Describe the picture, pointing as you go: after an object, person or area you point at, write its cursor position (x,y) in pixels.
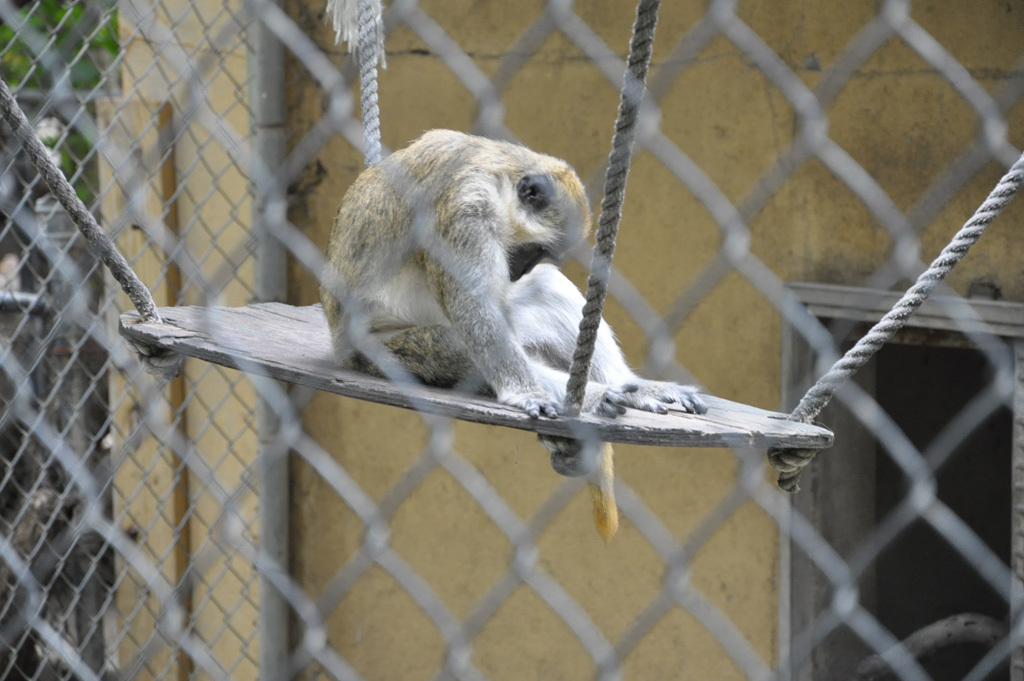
In the picture we can see a fencing (32,362) and behind it, we can see a monkey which is sitting on the wooden plank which is tied with ropes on four sides and the monkey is cream and white in color and black face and behind it, we can see a cream color wall (670,629) and a door (781,614) to it and besides the wall (507,669) we can see some plants (66,148).
